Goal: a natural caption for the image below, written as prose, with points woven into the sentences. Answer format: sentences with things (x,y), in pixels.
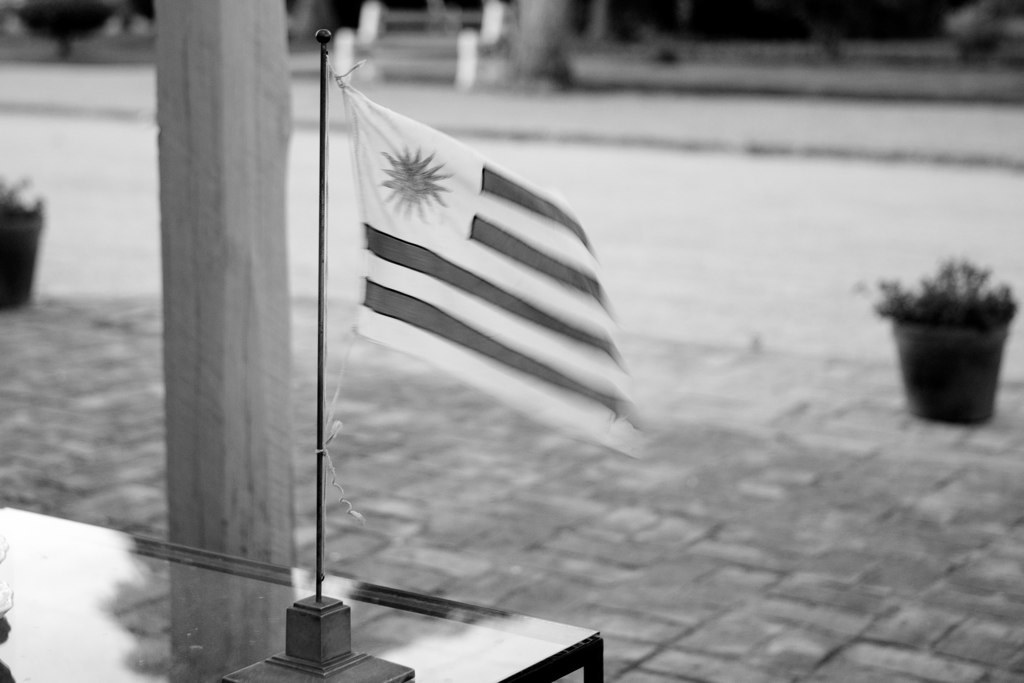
This is a black and white image. On the left side (114,606) there is a table (106,600) on which, I can see a flag (381,249). Beside the table (57,654) there is a pillar (247,295). On the right (922,403) and left side of the image (16,257) I can see two plant pots (24,234) on the footpath (522,531). In the background (673,205) there is a road (763,201). At the top of the image (528,45) there is a tree trunk (531,60) and a plant (59,20).
